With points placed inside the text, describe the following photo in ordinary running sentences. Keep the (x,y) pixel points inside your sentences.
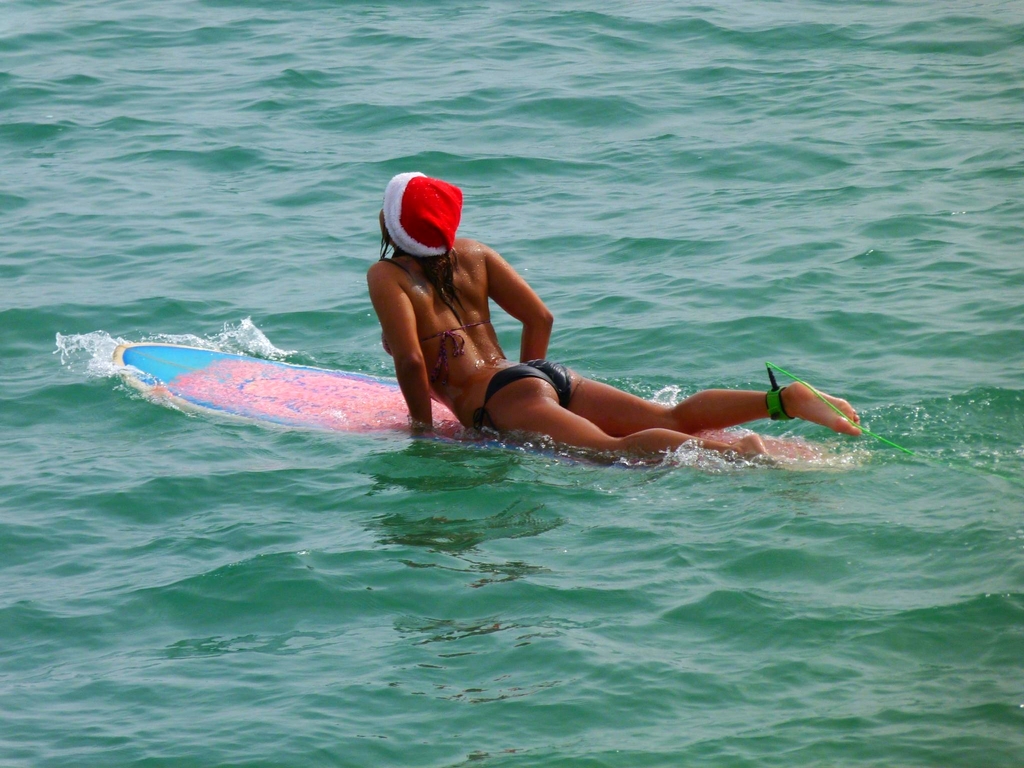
In this image I can see there is a woman (547,418) lying on the surfing board (324,420) and there is water (362,6) around her.
